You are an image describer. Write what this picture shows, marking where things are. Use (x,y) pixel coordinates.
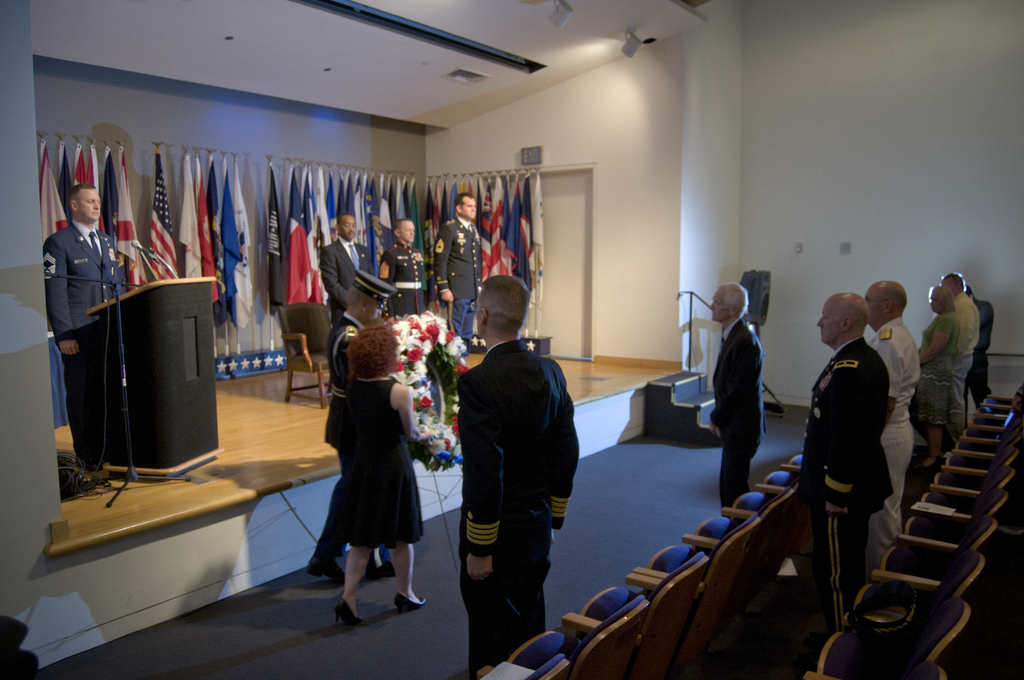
In this image I can see group of people (496,400) standing and I can see the person (76,233) standing in front of the podium (185,286) and I can see few microphones (141,257). In the background (318,194) I can see few flags (402,194) in multi color and the wall (582,146) is in white color.
